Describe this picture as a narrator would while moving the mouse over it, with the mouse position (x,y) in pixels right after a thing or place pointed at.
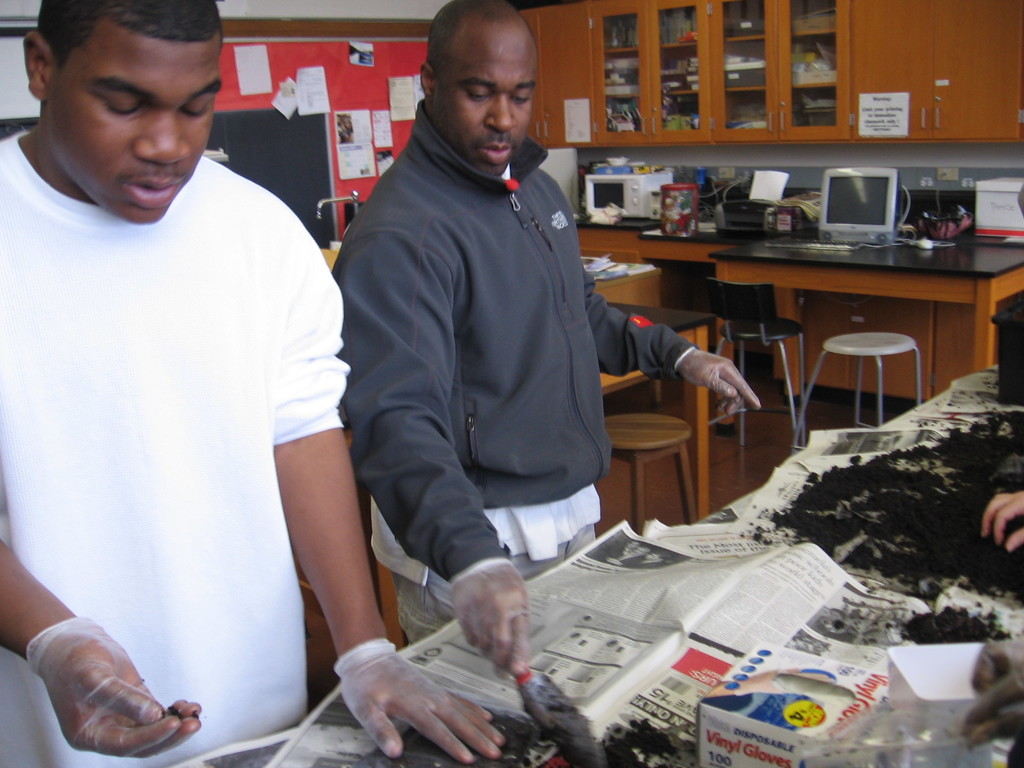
This picture is of inside the room (811,249). On the right (901,462) there is a table (791,599) on the top of which newspapers (878,592) and some other items (933,582) are placed. In the center (345,309) there are two men (459,195) standing and working. In the background (817,337) we can see the stools (858,341), tables (804,278) on the top of which monitor (855,216), microwave oven (636,205) and many other items (741,211) are placed. There is a shelf (786,60) and a notice board (379,78) containing some papers (365,113) on it.
